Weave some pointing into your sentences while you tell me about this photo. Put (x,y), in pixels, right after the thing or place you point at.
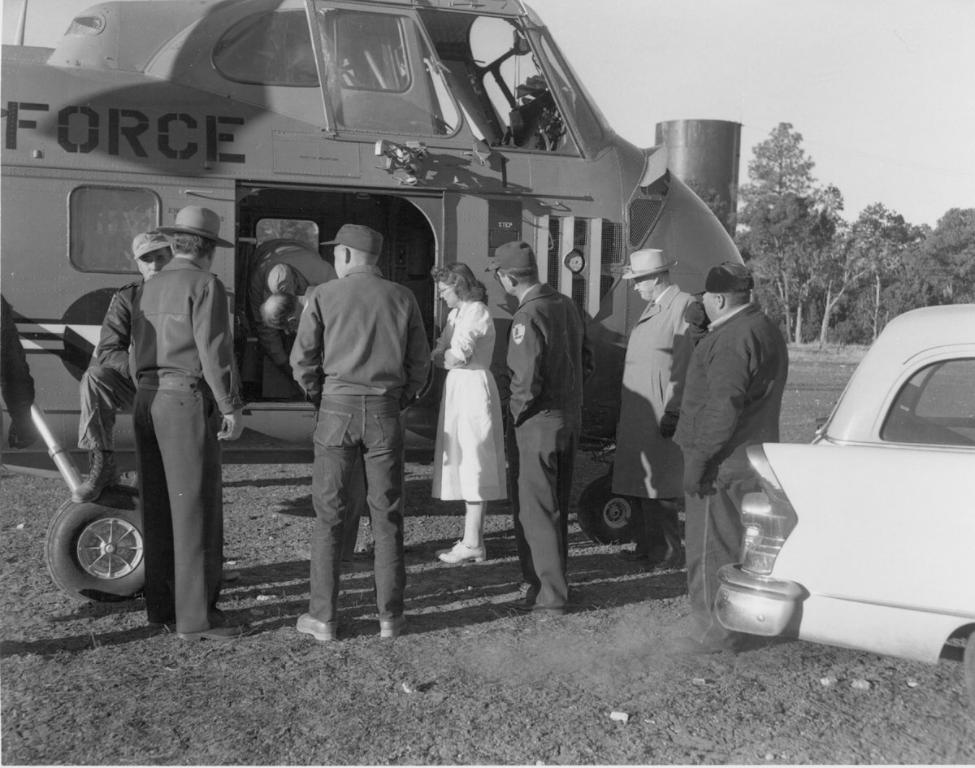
This is a black and white pic. In the image we can see few persons (324,593) are standing on the ground (419,475) at the helicopter (292,374) and a person (322,280) is in the helicopter (1,157). On the right (819,579) we can see a car (853,508) on the ground (252,741). In the background (821,302) there are trees (761,234), an object (735,183) and sky (753,142).
